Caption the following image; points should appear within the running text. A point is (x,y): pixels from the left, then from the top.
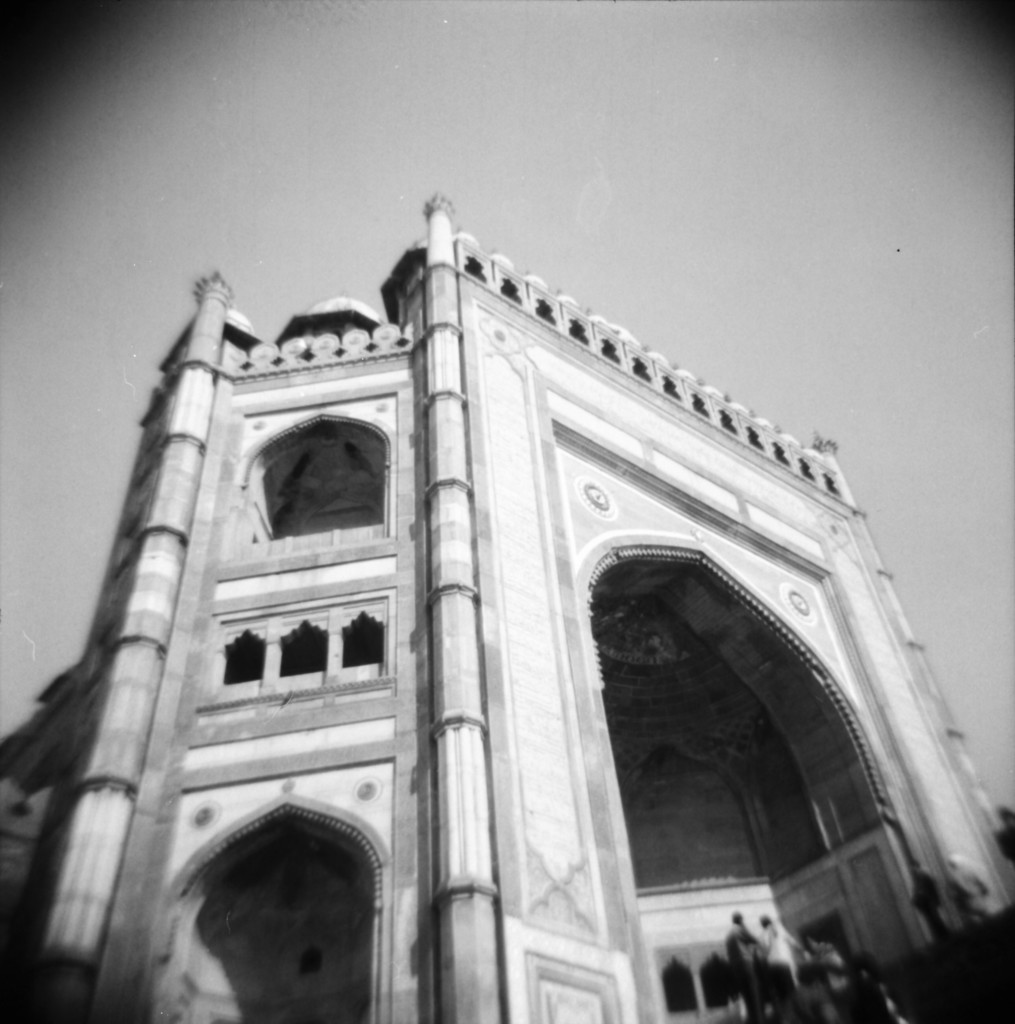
This is a black and white pic. We can see a building (493,628), few persons (904,1021) and sky (399,139).
